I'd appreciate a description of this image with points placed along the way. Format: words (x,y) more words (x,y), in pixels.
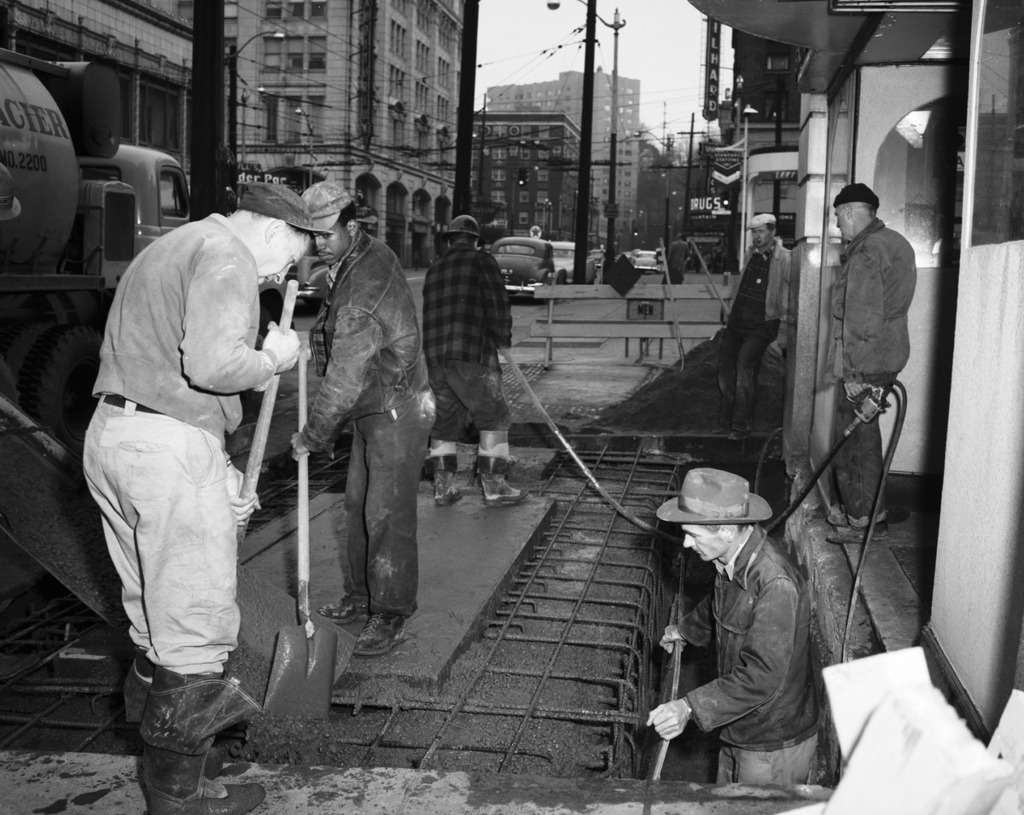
This is a black and white picture. In this picture, we see two men (392,529) are standing and holding something (302,594) in their hands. The man (869,209) on the right side (842,314) is holding a pipe like thing (824,459) in his hands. I think they are constructing the road (330,576). On the left side (19,373), we see a vehicle (53,163). There are buildings (315,124), poles (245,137), street lights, electric poles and wires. We even see vehicles (545,267) are moving on the road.
